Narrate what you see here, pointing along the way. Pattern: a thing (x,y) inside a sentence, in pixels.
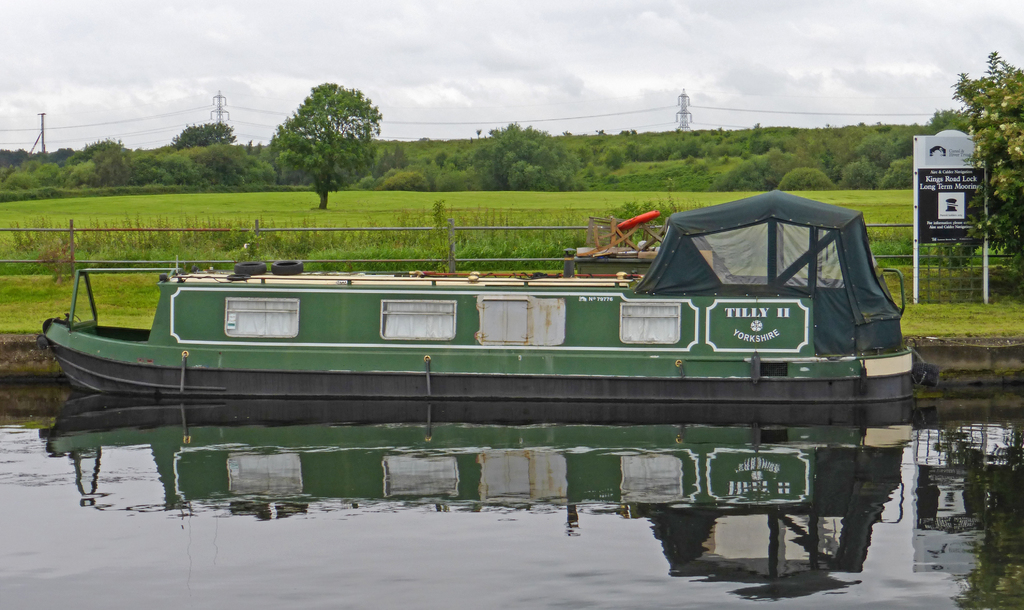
In this image I can see the water (526,550) and a boat (501,397) which is black, green and white in color on the surface (623,542) of the water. In the background (242,241) I can see the ground (92,248), the railing (912,257), few trees (287,148) which are green in color, a board (931,185) which is white and black in color, few metal towers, few wires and the sky (406,89).
